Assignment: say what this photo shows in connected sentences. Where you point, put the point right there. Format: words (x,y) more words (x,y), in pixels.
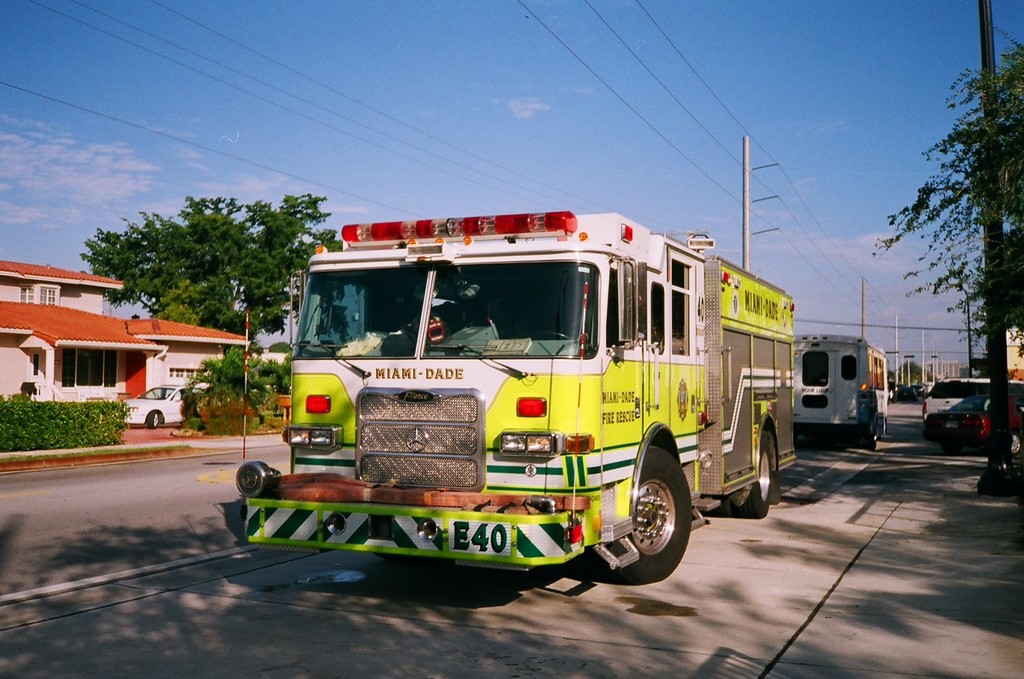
Here we can see vehicles (551,507) on the road (364,656). In the background (138,266) there are trees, poles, vehicles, buildings (151,378), windows (85,374), electric poles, wires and clouds (904,313) in the sky (475,40).
